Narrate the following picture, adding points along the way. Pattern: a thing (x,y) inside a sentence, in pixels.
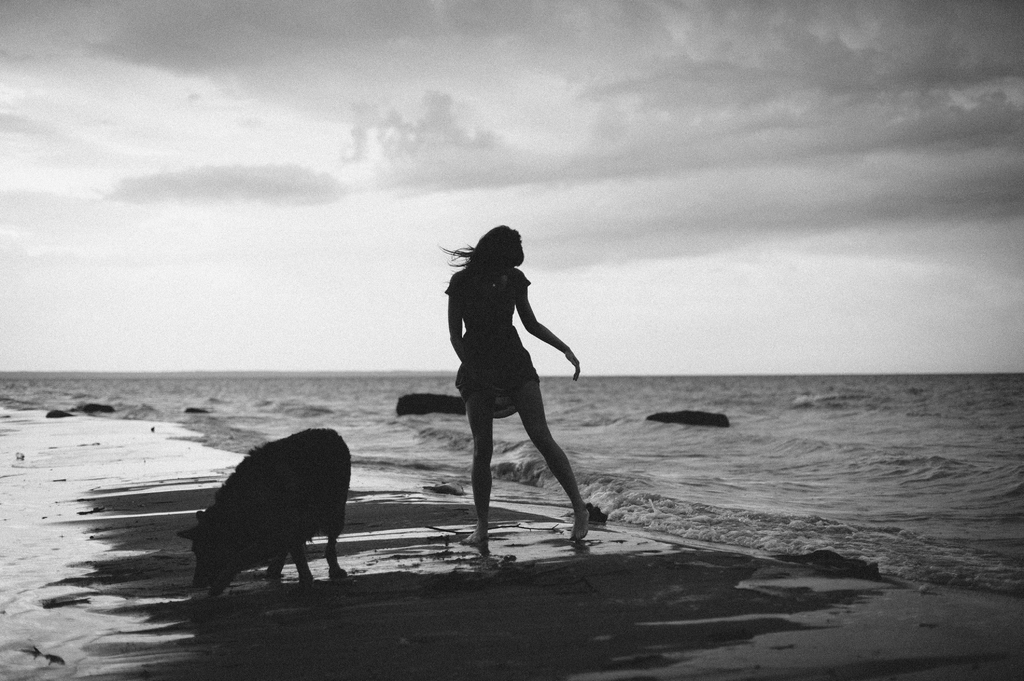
In this picture we can see a person (537,397) and an animal (330,542). We can see a few waves (879,535) and some objects (706,418) in the water (800,481).
